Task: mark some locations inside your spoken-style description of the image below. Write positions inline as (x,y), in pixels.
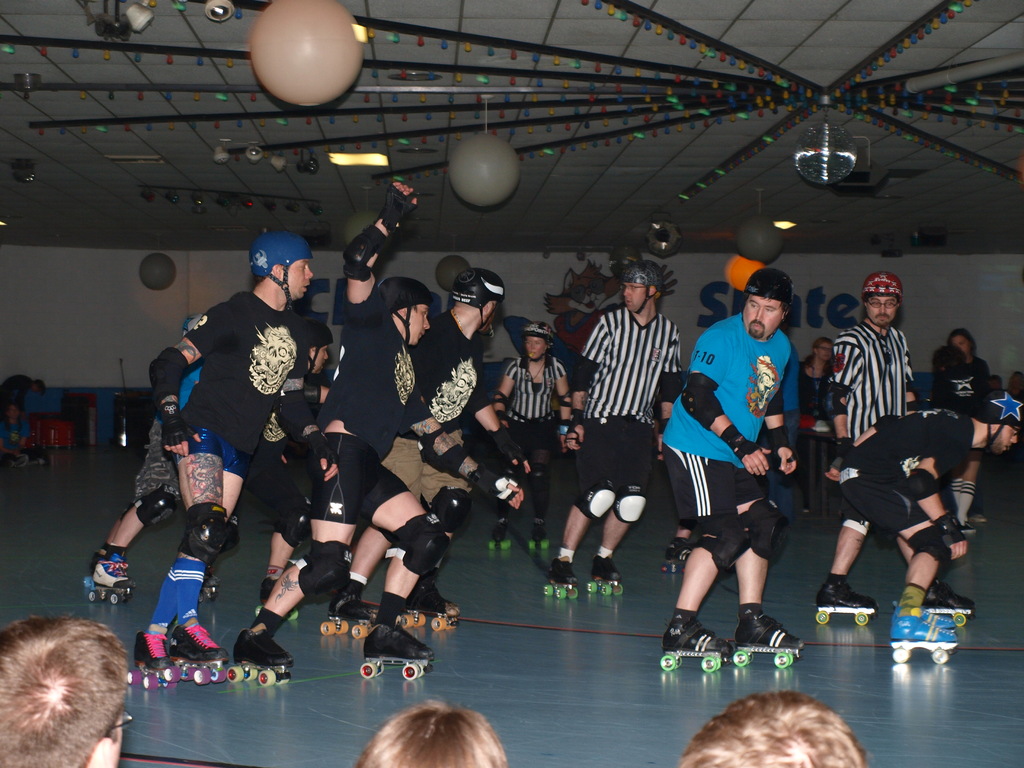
In this image we can see few people (595,426) with skate shoes (766,626) on the floor (545,665), there are few lights (701,83) to the ceiling (615,40) and a wall (158,297) with text (812,311) and image (572,298) in the background (940,339).
